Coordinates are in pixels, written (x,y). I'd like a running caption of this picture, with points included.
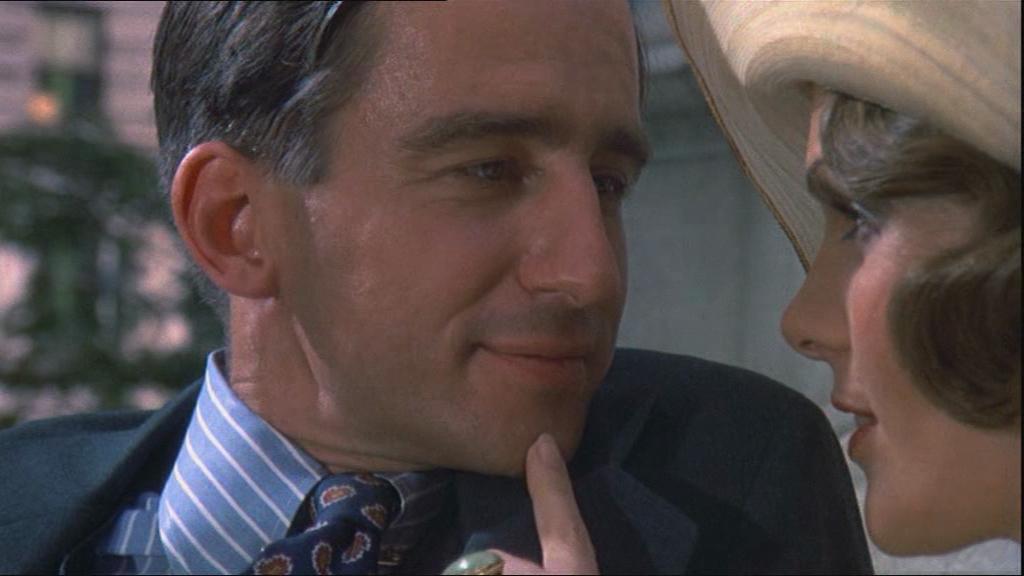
In this image the foreground (442,7) I can see two people (382,434) and a person (714,17) on the right side (978,80) wearing a cap (955,96) and the background (675,112) is blurry.
